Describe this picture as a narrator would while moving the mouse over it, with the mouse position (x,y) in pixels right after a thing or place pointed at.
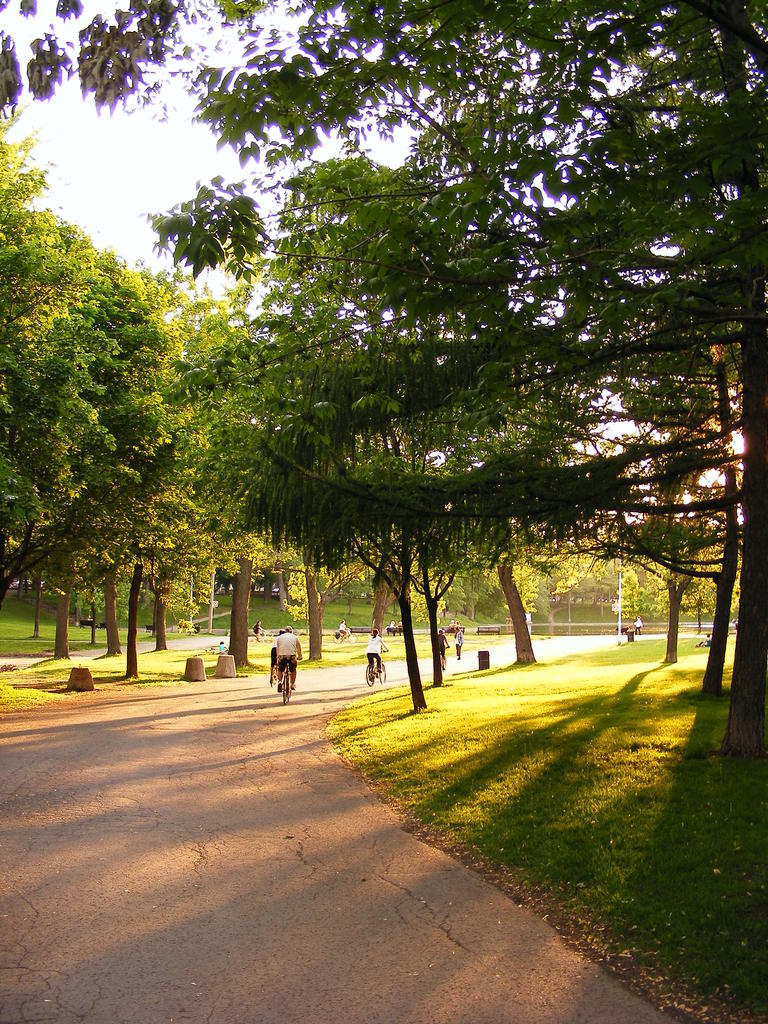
In this image, we can see people (381,638) riding on the bicycles (380,666) and there are some stones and poles (210,622) and we can see a fence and there are trees (301,528). At the bottom (211,833), there is a road (270,868) and ground (501,820). At the top (106,160), there is sky (134,160).
